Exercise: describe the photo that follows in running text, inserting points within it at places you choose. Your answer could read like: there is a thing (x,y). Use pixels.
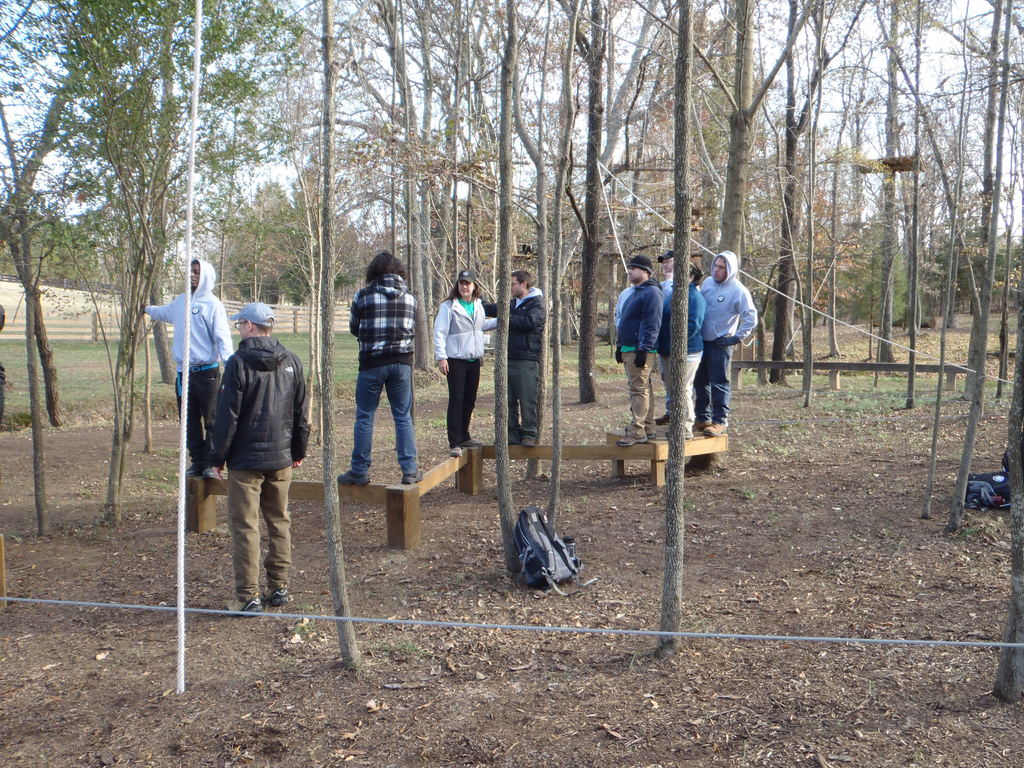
In this image there are a group of people (703,380) standing on a wooden bench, and in the center (671,440) there is one bag (557,564) and also there are a group of trees (810,345). In the background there is walkway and some benches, and on the right side (977,501) there is some object (989,495). At the bottom (738,555) there is sand (153,657) and some dry leaves (499,639).
